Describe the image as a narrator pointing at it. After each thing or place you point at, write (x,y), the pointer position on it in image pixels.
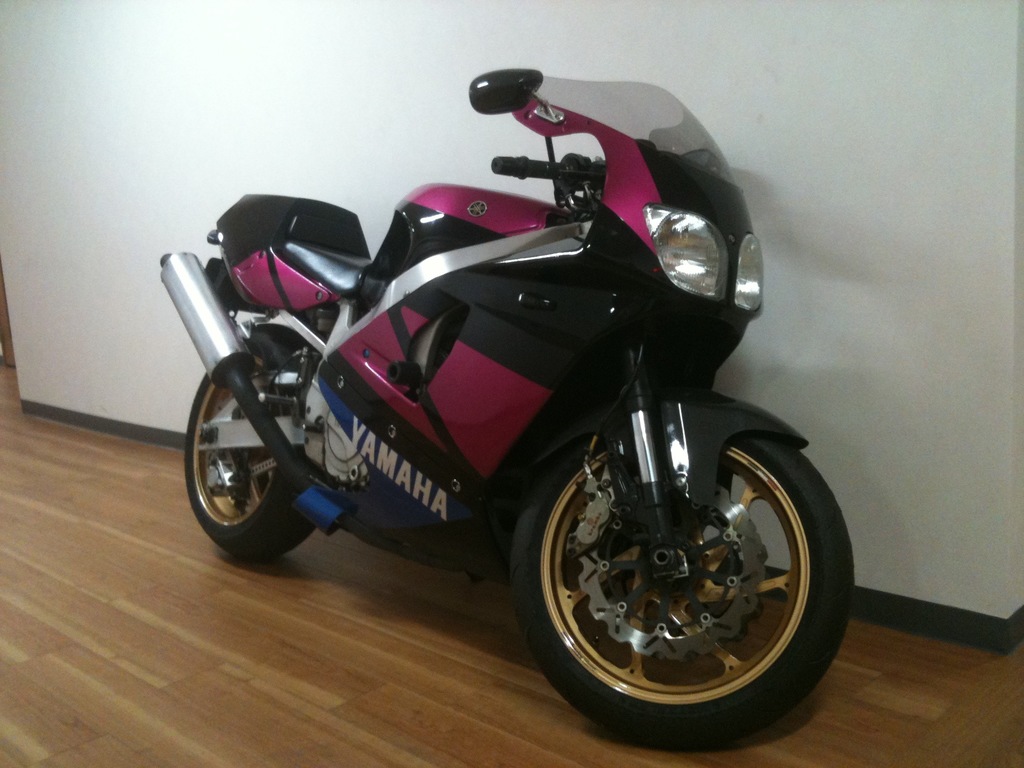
In the center of the image (598,452), we can see a bike (334,455) and in the background (257,157), there is a wall (174,200). At the bottom (183,647), there is floor (287,601).
